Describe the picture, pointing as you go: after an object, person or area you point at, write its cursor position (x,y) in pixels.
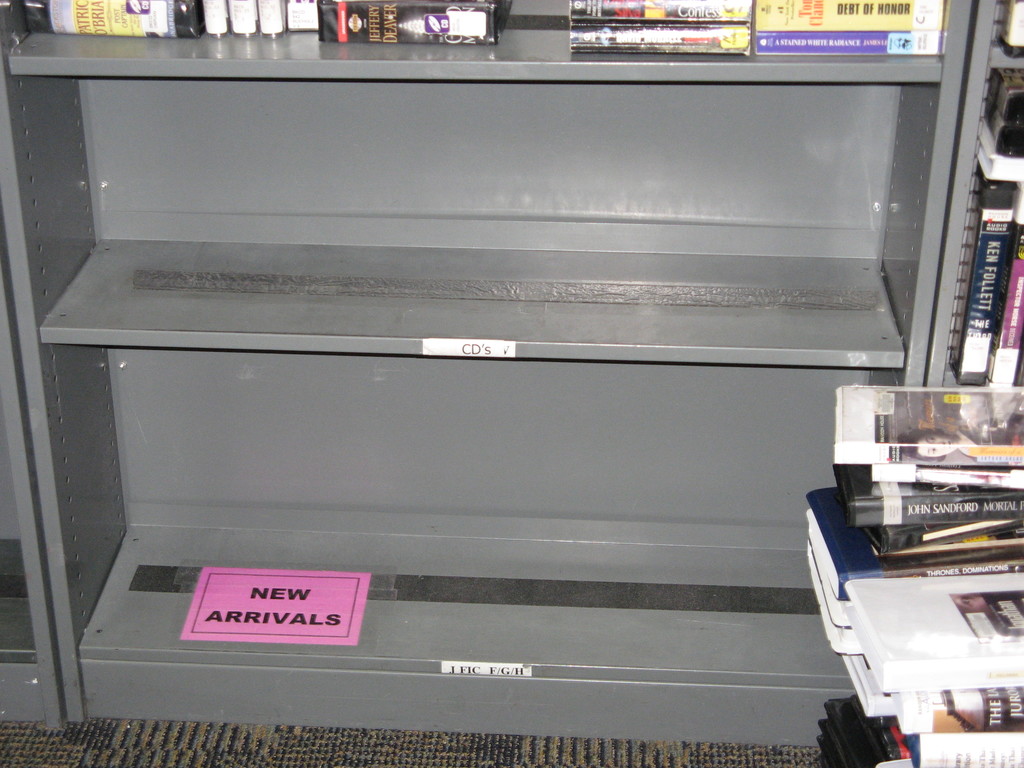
In this image there are few racks (689,365) having books (1003,300) in it. Right side (956,746) few books (980,691) are kept one upon the other on the floor (555,753) having carpet (498,739).
